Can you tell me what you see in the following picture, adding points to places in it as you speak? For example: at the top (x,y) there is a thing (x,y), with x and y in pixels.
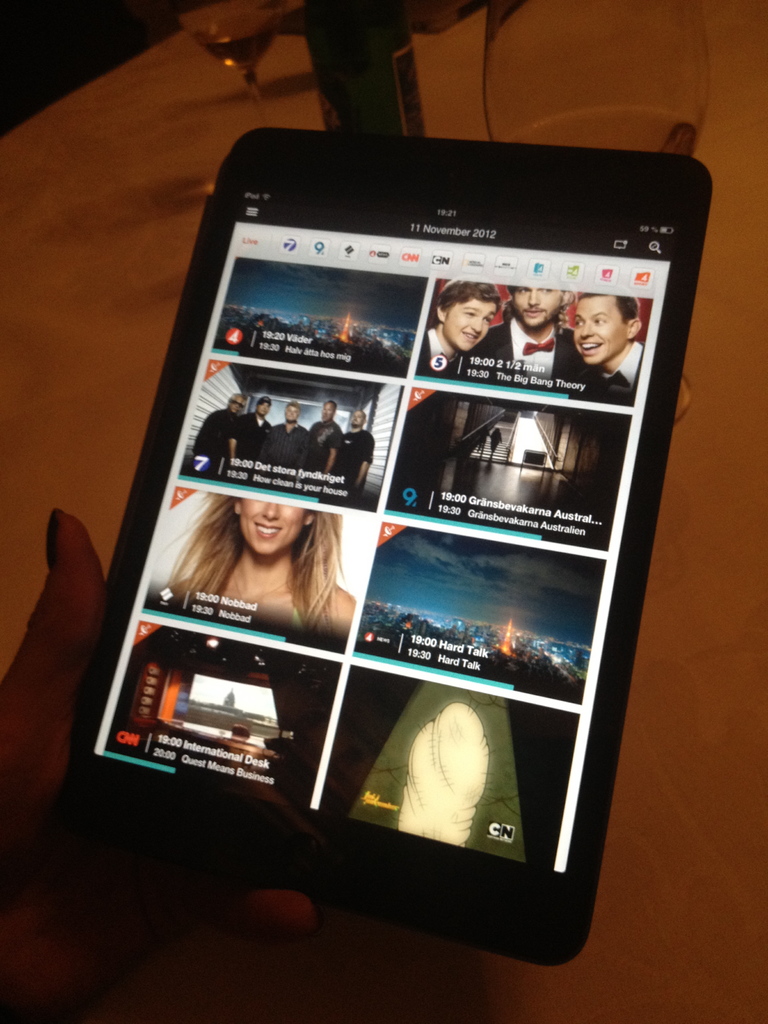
In this picture I can see a person's hand (53,637) who is holding a tablet (348,231) and I see few pictures (385,358) on the screen (312,395) and I see something is written. In the background (91,178) I can see the brown color surface (44,302) and on top of this picture (259,28) I can see 2 glasses (227,64).
